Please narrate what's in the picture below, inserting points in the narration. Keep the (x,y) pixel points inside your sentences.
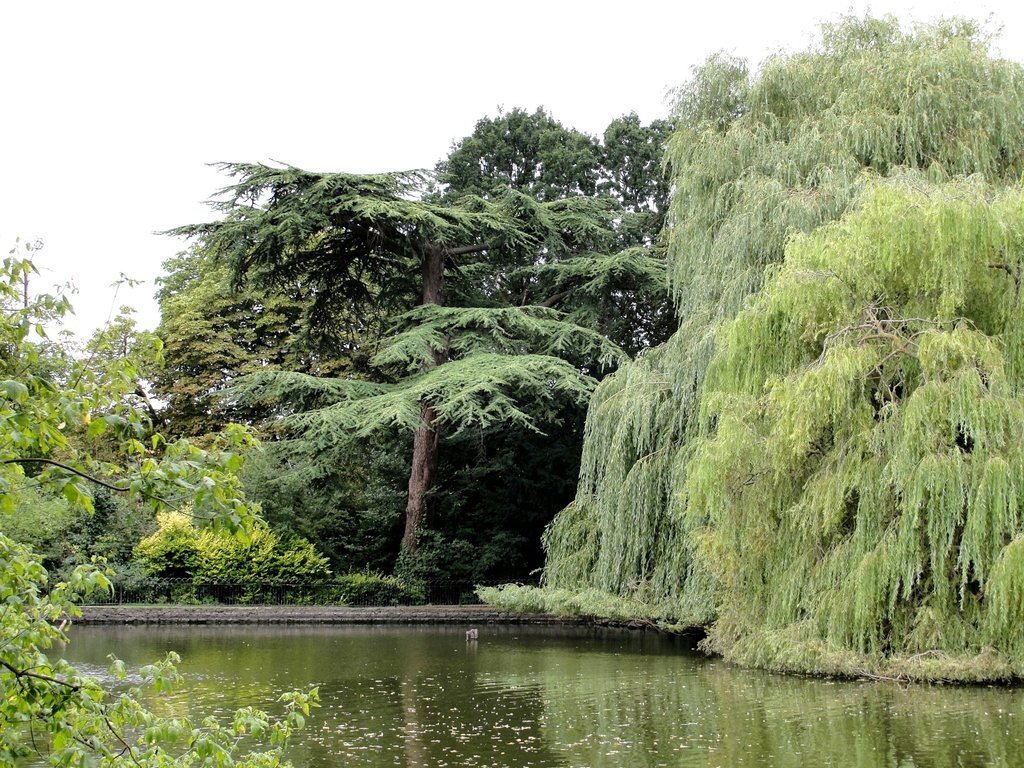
In this picture we can see water (453,699), trees (42,578) and in the background (315,3) we can see the sky (273,106).
